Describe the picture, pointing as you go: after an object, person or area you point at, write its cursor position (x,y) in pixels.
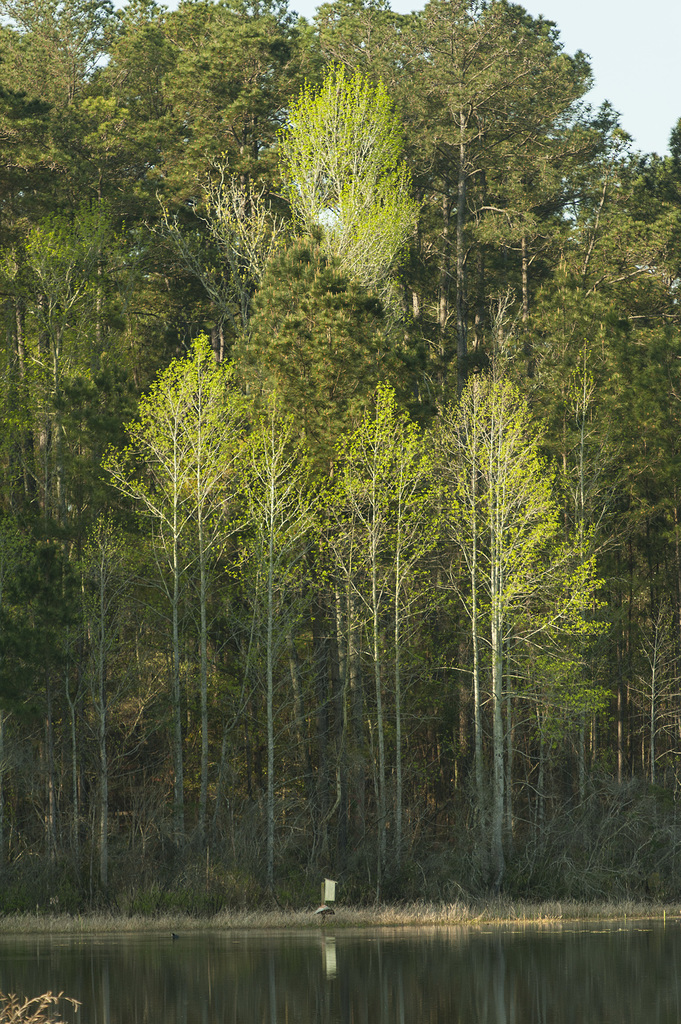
In this image I can see few trees (425,466), dry grass (538,908) and water (497,960). The sky (594,81) is in blue and white color.
